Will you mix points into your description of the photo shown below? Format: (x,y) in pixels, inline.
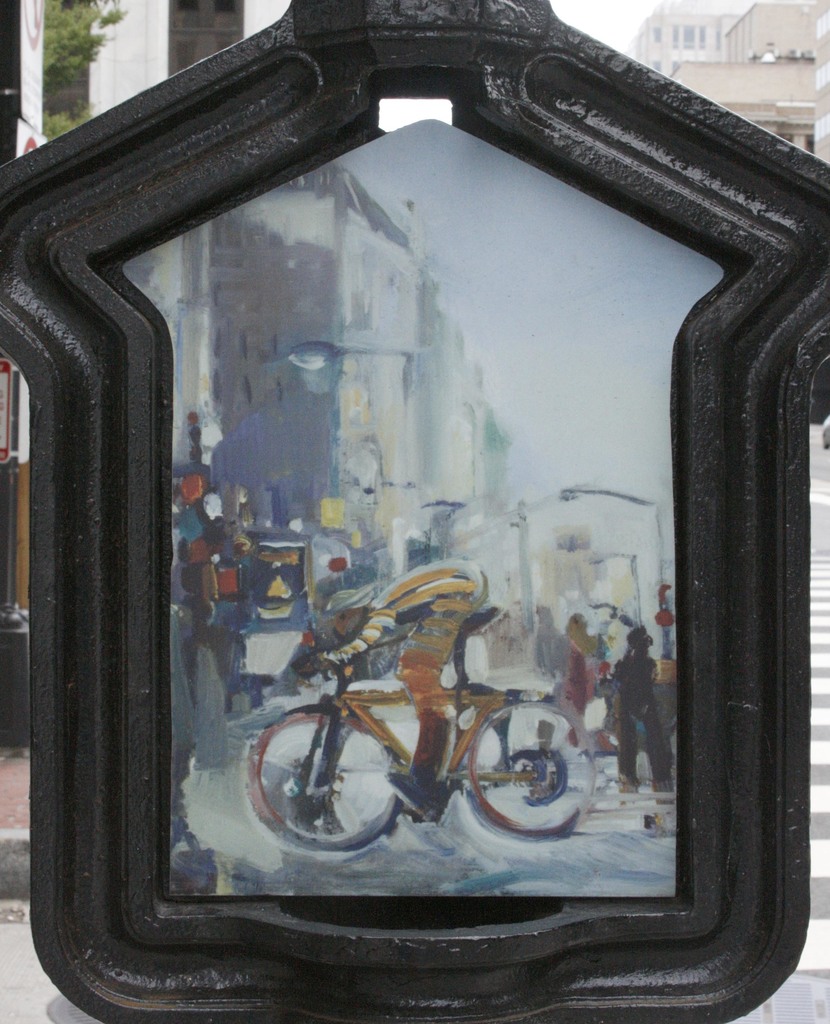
In this picture I can see painting (543,201) on the board (770,793), and in the background (819,36) there are buildings (807,122) and the sky (404,106).
